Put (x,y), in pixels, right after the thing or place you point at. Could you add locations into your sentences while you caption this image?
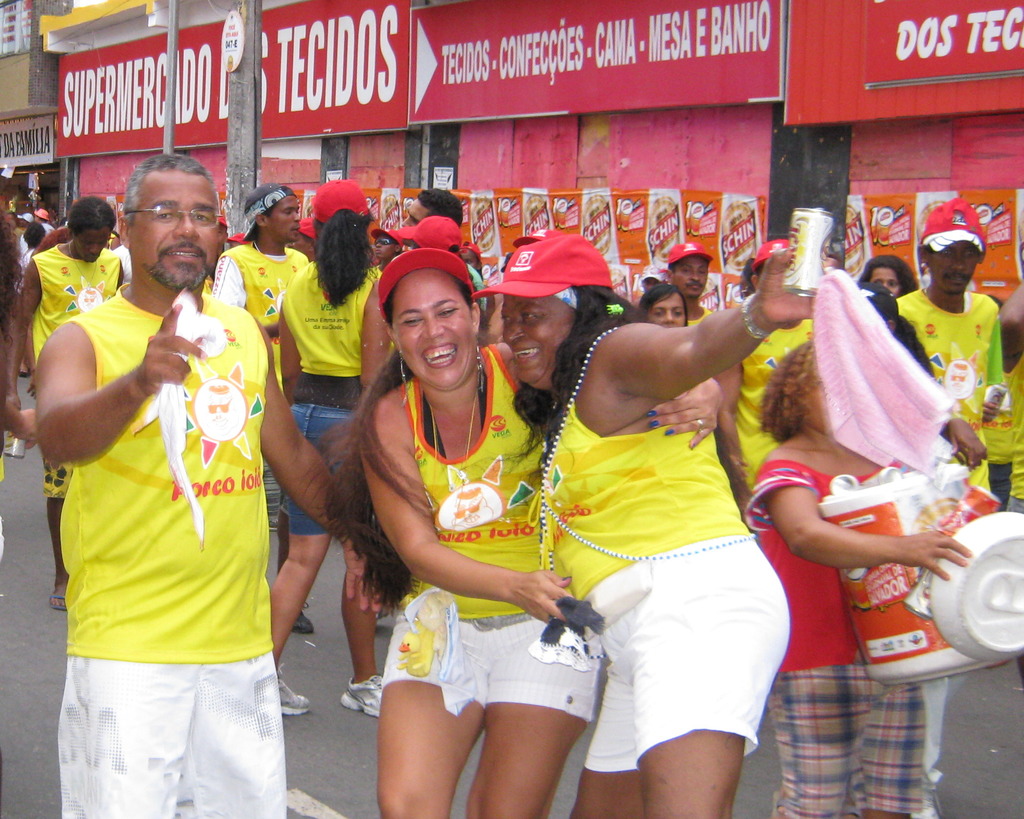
In the foreground of the picture (419,306) we can see many people (472,435) wearing yellow color dresses (224,366). In the background (736,77) there are boards (227,93), banners (728,266), poles (254,51) and buildings (80,37).
